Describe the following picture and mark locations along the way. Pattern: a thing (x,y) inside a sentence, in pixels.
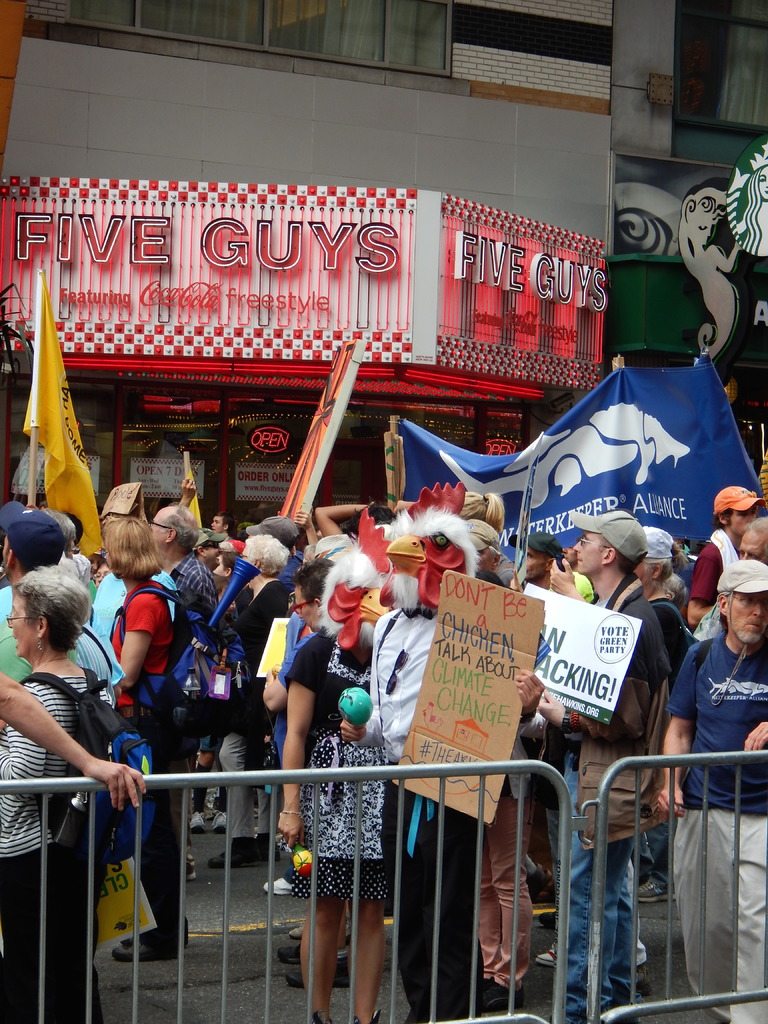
In this picture I can see couple of buildings (423,123) in the back (708,270) and I can see boards (502,246) with some text (767,321) and few people (281,540) standing and holding placards (461,670), banner (635,491) and a flag (56,420) with some text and I can see a metal fence (338,768).
